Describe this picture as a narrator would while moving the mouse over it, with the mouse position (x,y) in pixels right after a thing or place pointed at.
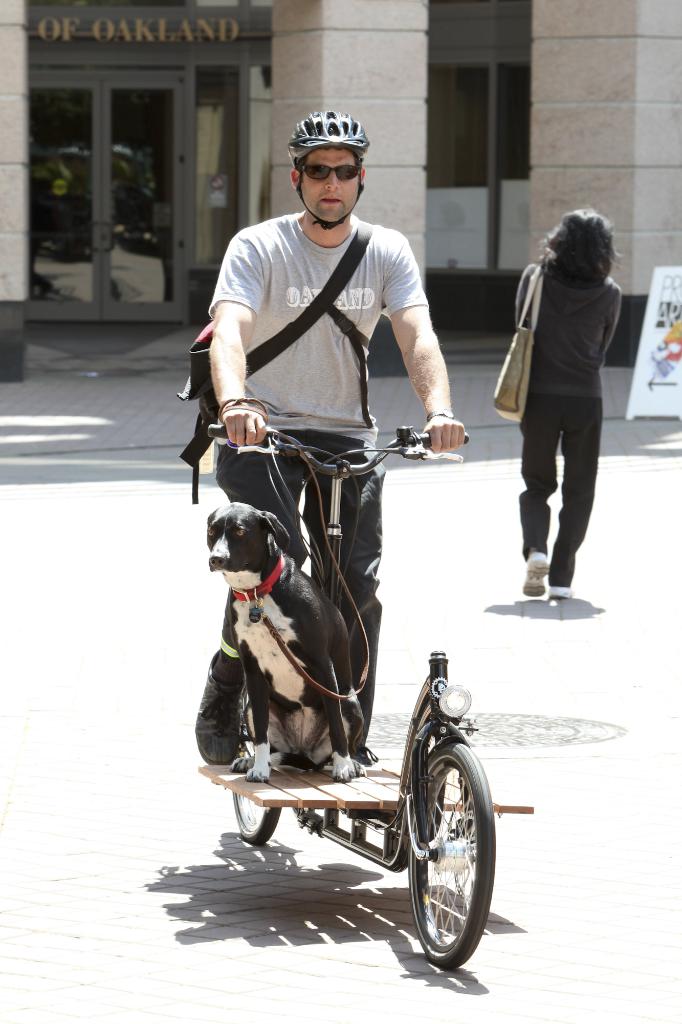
A person (375,538) is riding bicycle (331,782) and a dog (290,683) is also on the bicycle (321,771). In the background (566,296) a woman (546,334) is walking and carrying bag (522,379) on her shoulders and there are doors (161,145) and a building (554,129) and a hoarding (648,367).
